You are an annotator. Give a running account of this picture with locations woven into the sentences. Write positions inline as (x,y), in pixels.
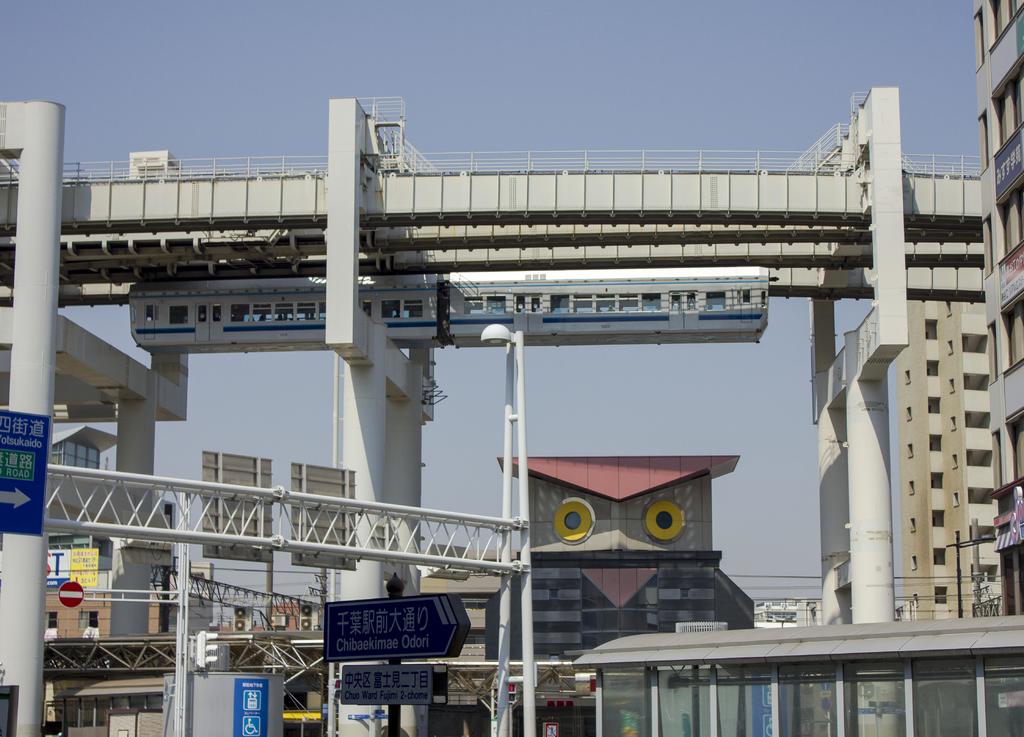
In the foreground of the image (340,531) we can see iron rods (478,524) and a board (455,642) on which some text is written. In the middle of the image (560,491) we can see buildings (941,483) and pillars (27,188). On the top of the image (538,87) we can see the sky (389,79).
